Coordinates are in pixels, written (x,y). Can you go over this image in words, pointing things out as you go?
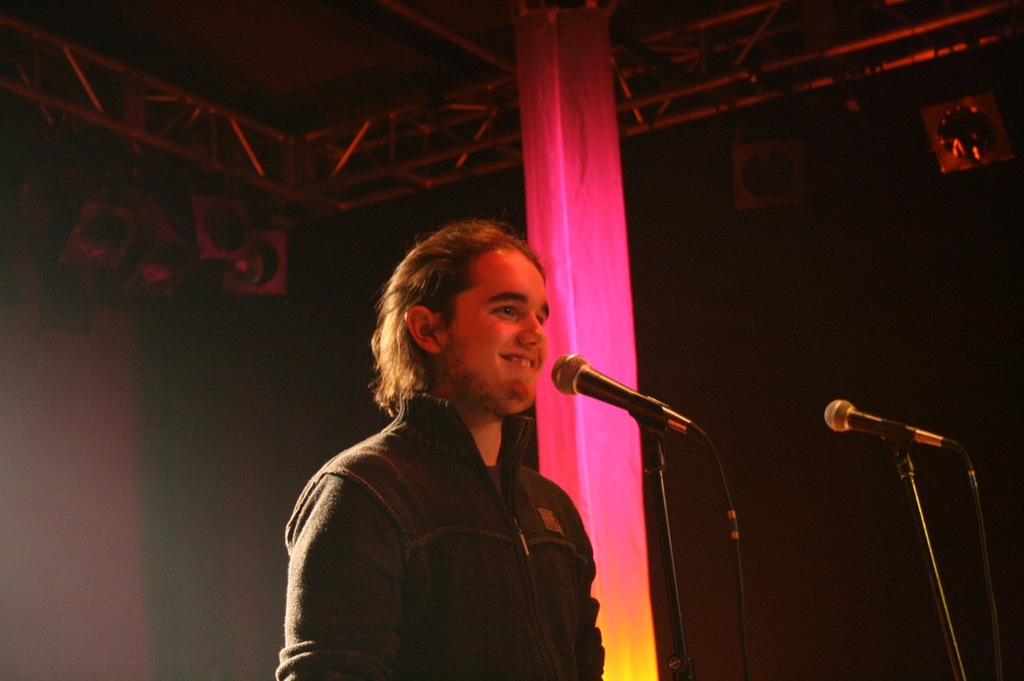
In the center of the image (432,261) there is a person (483,279) wearing a jacket (498,528). There is a mic (852,420). At the top of the image (330,142) there are rods (488,167). There is a pillar (584,344).
